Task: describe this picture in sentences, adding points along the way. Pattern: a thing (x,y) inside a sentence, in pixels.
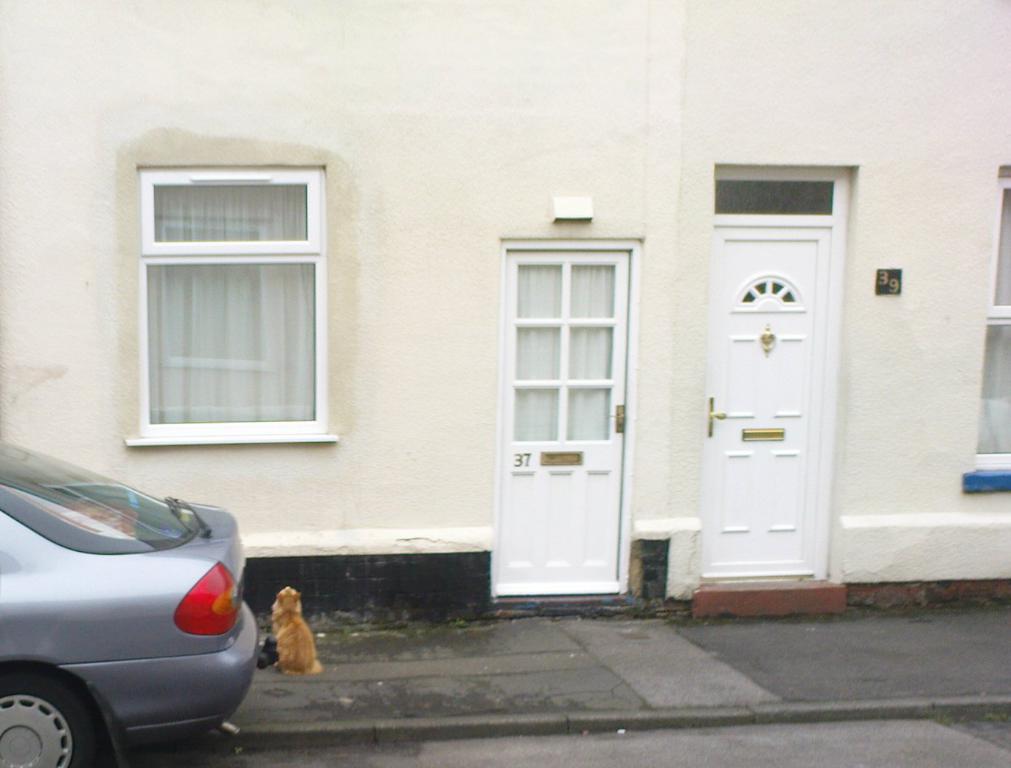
There is a car (150,563) on the left side of this image (128,576) and there is a building (455,315) in the background (455,315). We can see there is a window (265,344) and a doors (751,360) in the middle of this image (632,396).
